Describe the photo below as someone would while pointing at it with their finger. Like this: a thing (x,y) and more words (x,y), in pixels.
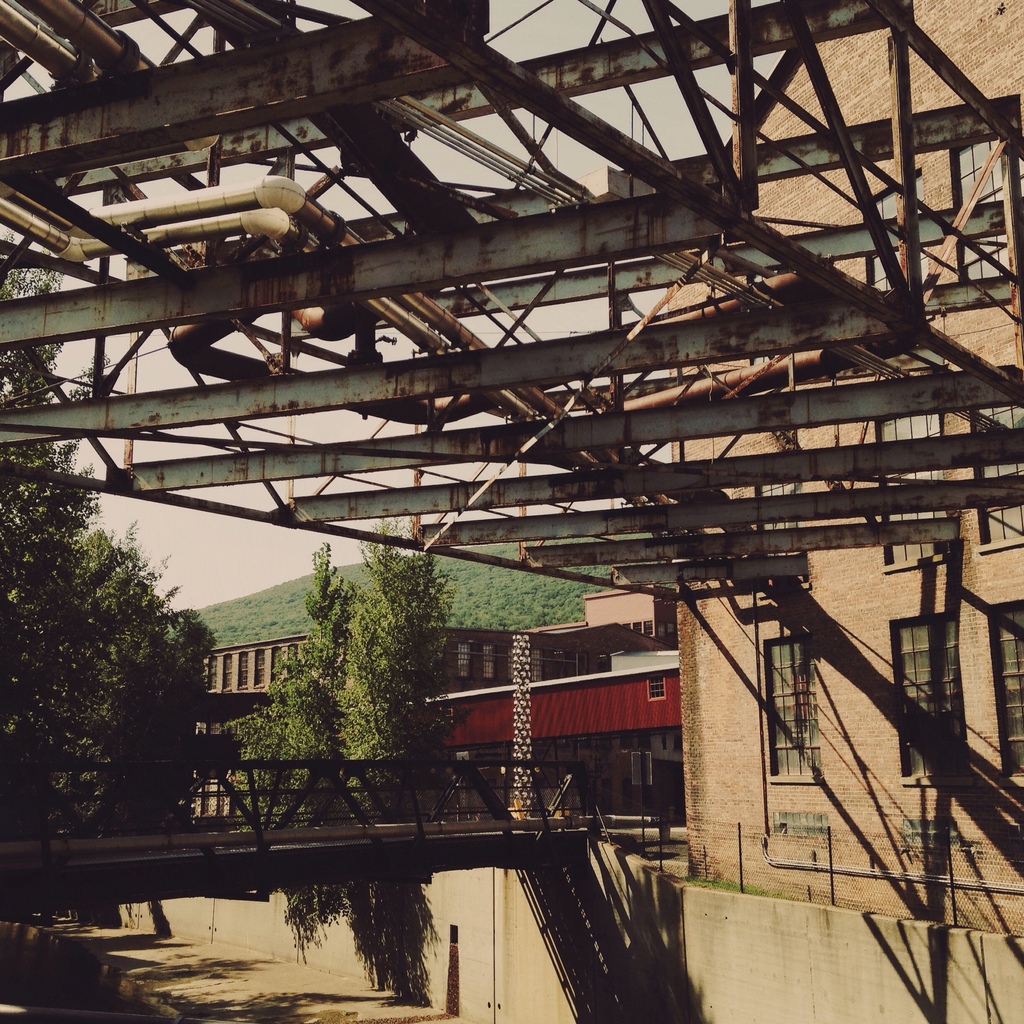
In this image there is a bridge (239,864), trees (167,726), buildings (982,648) and a hill (267,602), at the top (362,266) there is an iron frame (609,253).
